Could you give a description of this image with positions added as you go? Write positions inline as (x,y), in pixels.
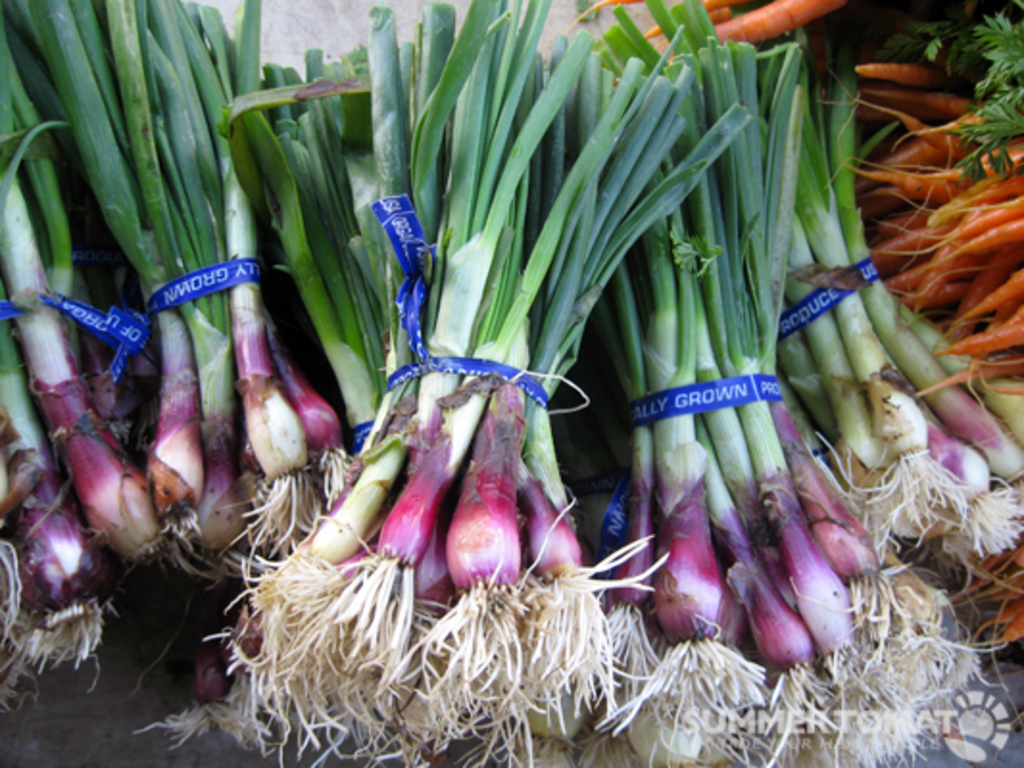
In this image there are spring onions (616,343) and carrots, at the bottom of the image (750,709) there is a logo (860,731) with text (781,724).
